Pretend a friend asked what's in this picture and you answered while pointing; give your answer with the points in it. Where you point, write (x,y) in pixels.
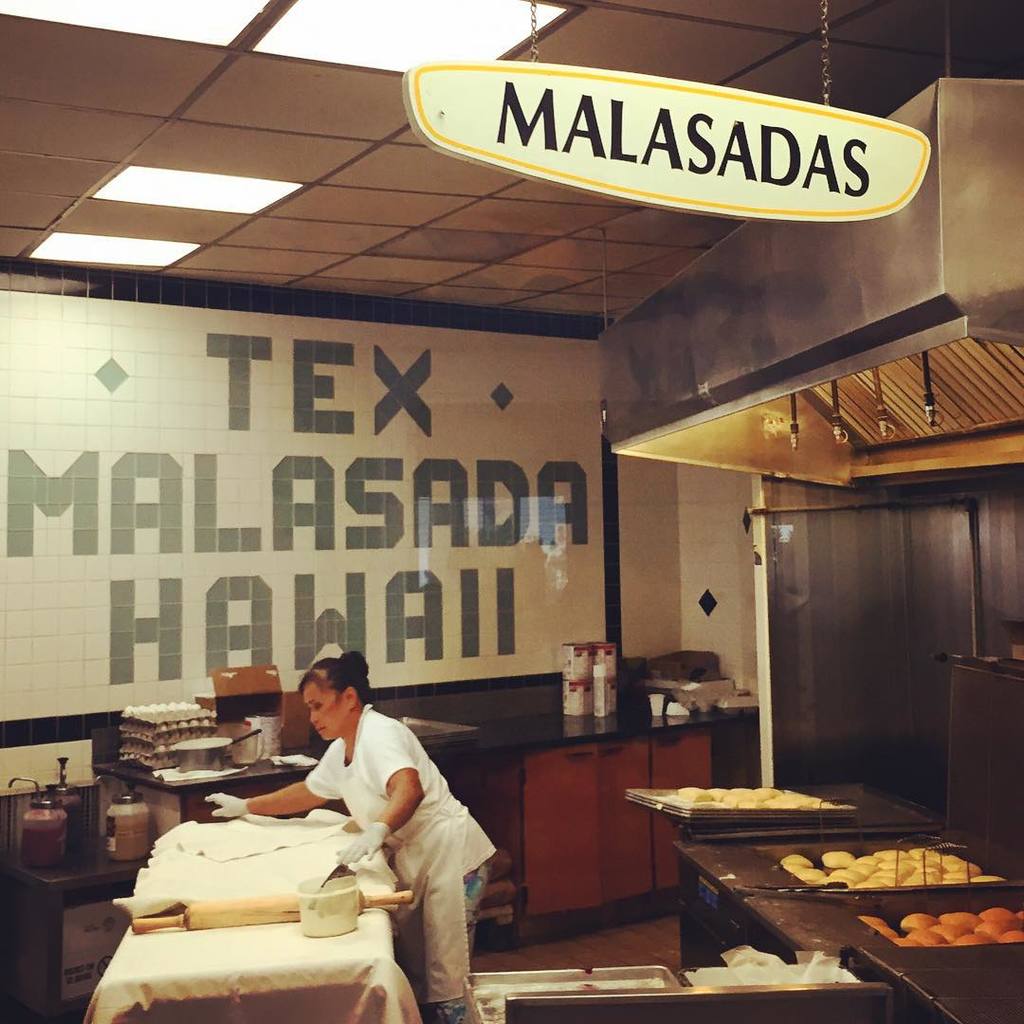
In this picture we can see a woman (413,743) who is standing on the floor (606,938). This is the table (358,990). On the table (386,904) there is a cloth (389,966). This is some food (902,944). On the background (515,763) there are cupboards (591,803). And this is the wall (359,556) and these are the lights (180,190).
